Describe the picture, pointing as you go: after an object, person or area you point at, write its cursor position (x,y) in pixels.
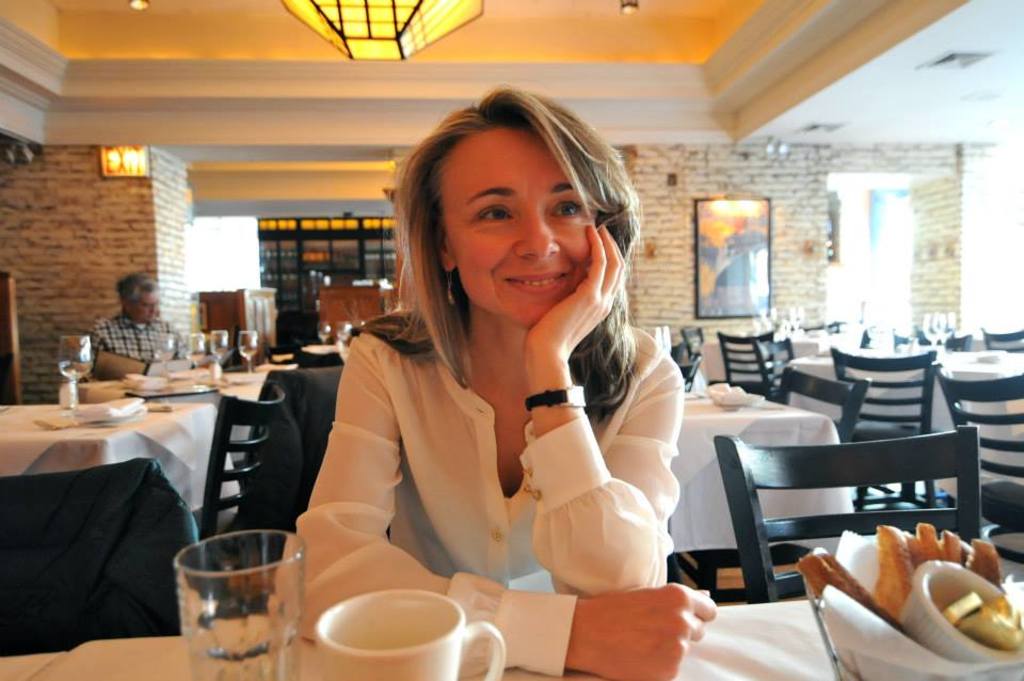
In this image I can see the person (313,552) and the person (424,477) is wearing white color dress (607,575). In front I can see few glasses (251,611) on the table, background (721,280) I can see few chairs (958,461) in black color and I can also see the other person (105,337) sitting and the frame (716,241) attached to the wall (653,188). I can also see few wooden objects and the wall (664,229) is in brown and cream color.
